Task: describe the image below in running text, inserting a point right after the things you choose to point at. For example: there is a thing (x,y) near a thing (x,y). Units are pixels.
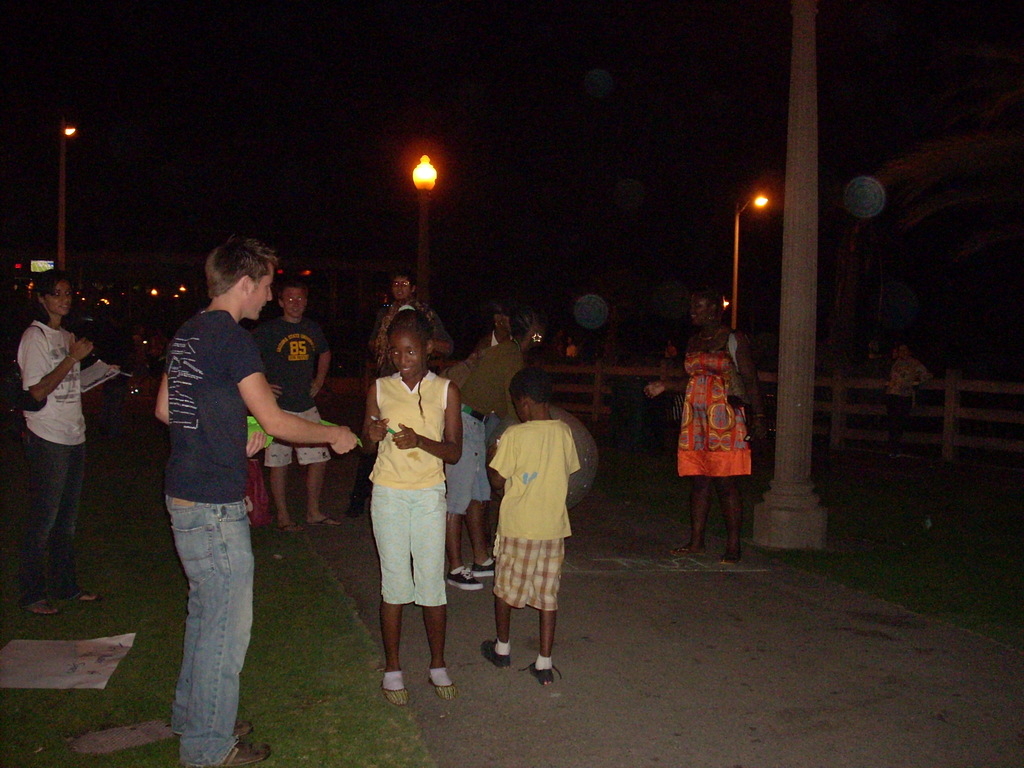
In the foreground (510,512) I can see a crowd (736,473) on the road (451,662) and grass (321,615). In the background (380,252) I can see a fence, light poles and the sky (487,210). This image is taken during night.
